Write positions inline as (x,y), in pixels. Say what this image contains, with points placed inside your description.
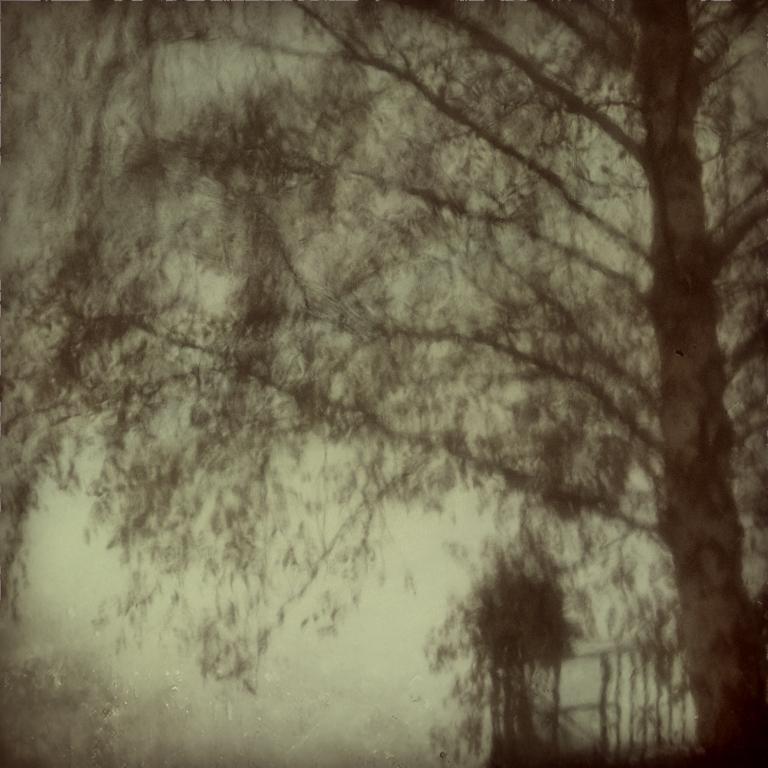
In the image there is a tree (333,149) on the right side (716,703) and the background (378,693) is dark and blur.
